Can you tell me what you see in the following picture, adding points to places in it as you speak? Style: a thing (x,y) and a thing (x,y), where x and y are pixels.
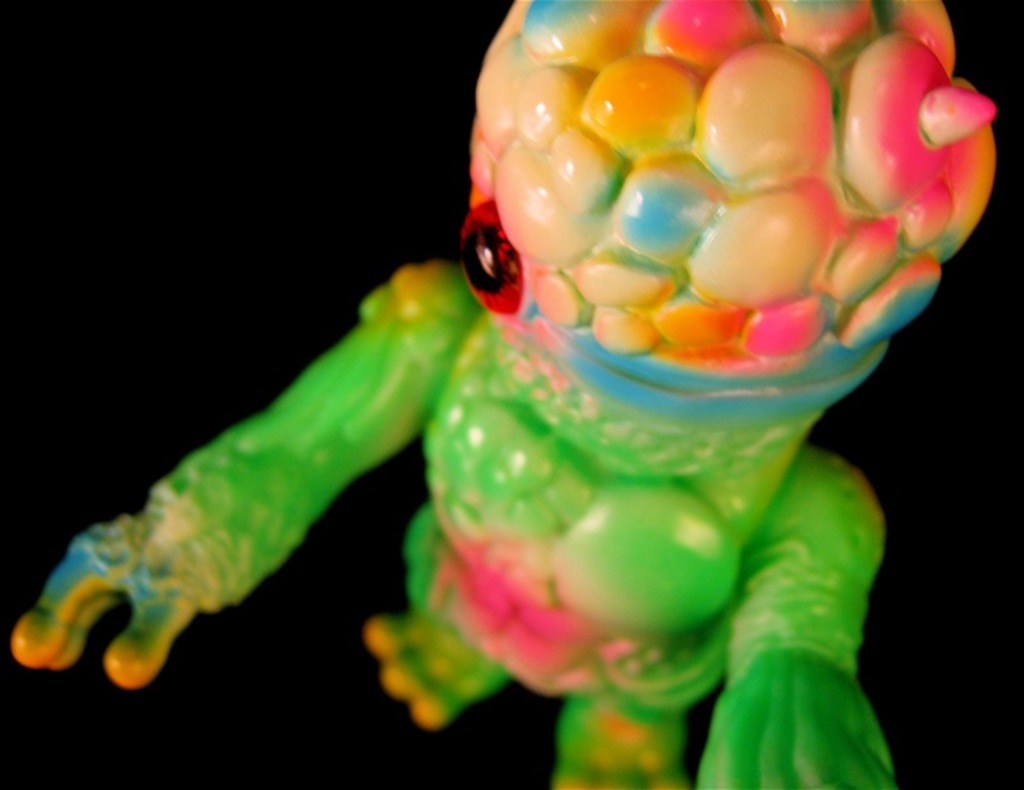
In this image we can see a toy (517,356) and dark background (396,85).
